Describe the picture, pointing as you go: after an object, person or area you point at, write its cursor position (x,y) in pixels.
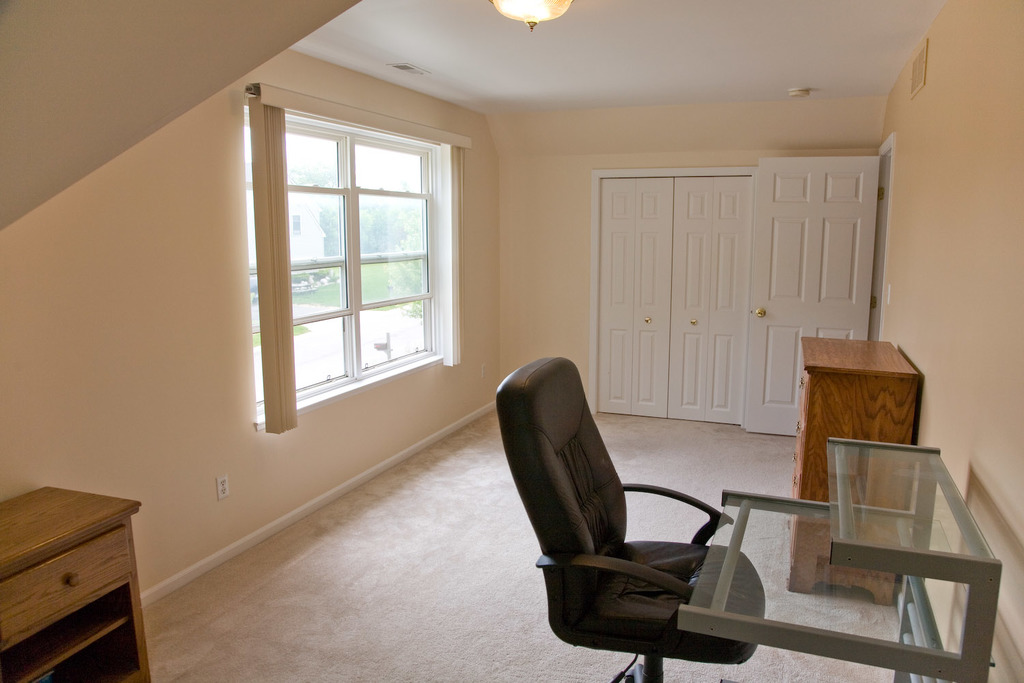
In this picture we can see a room (519,451) with windows (309,186), curtain (265,167), door (647,311), cupboard (819,375), chair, table (792,509), floor (465,560), light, wall (192,334).
